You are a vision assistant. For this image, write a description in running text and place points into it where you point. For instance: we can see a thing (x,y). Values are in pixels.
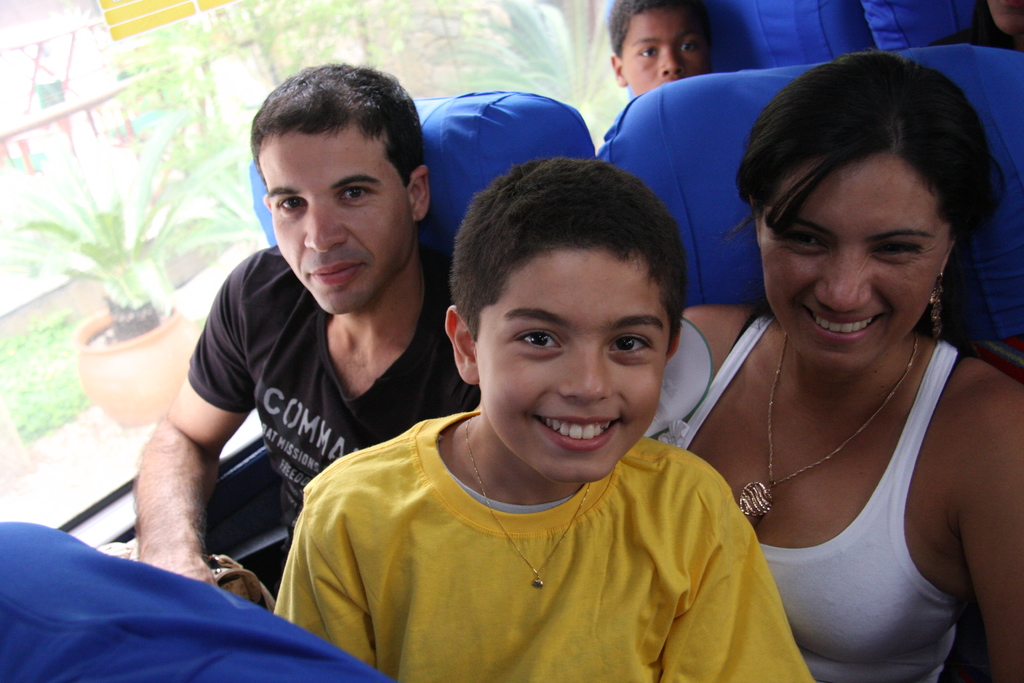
In the center of the image (529,418) we can see a person (526,328) sitting in the bus (637,138). In the background (116,280) we can see plants (113,265) and fencing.
